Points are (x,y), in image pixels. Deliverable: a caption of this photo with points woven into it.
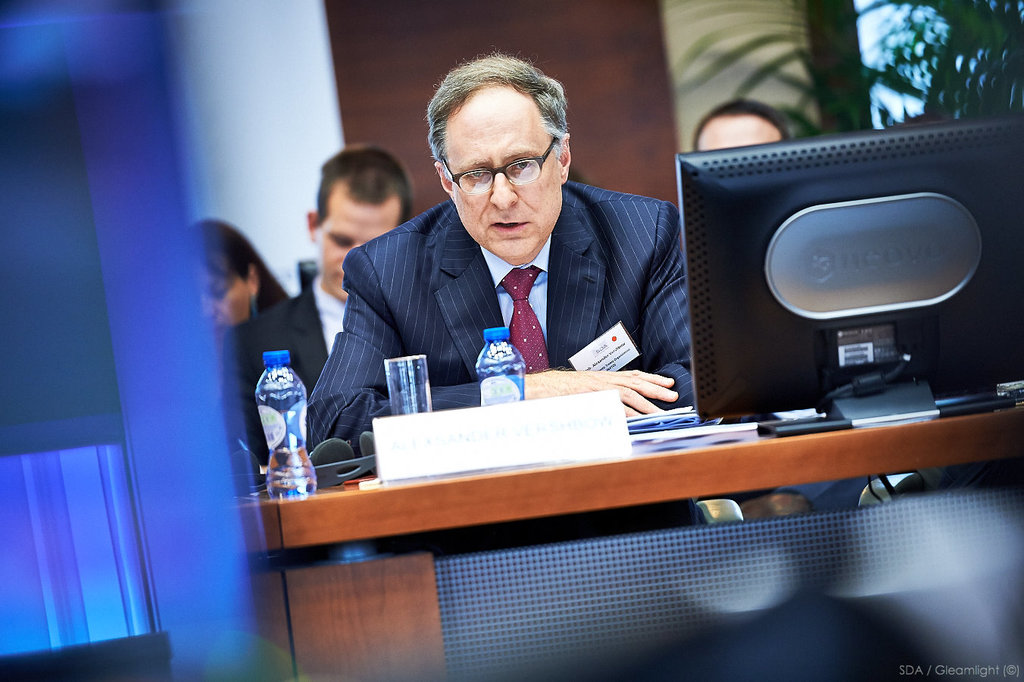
In this image we can see a man (517,239) is sitting. In front of the man (545,360), we can see a table (968,451). On the table (748,483), we can see the monitor (786,391), name plate (462,428), glass (400,391), bottles (295,466) and some objects (655,435). In the background (358,227), we can see two men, a woman (236,258), plant (850,105) and a wall (277,96). There is a watermark (981,677) in the right bottom of the image (1000,676). It seems like a door (153,424) on the left side of the image (100,416).
